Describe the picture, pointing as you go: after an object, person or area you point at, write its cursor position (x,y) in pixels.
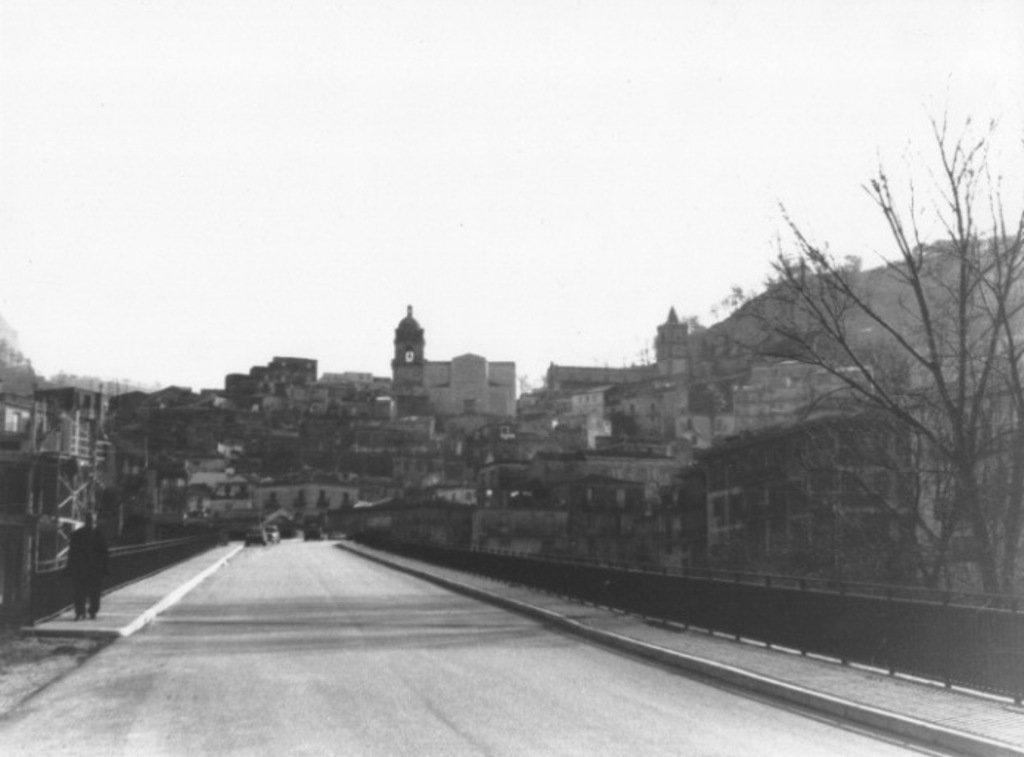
In this picture there is a person (98,575) standing in the left corner (91,577) and there is a road (334,647) beside him and there are buildings (862,539) on either sides of it and there are few other buildings (390,394) in the background (385,381).
